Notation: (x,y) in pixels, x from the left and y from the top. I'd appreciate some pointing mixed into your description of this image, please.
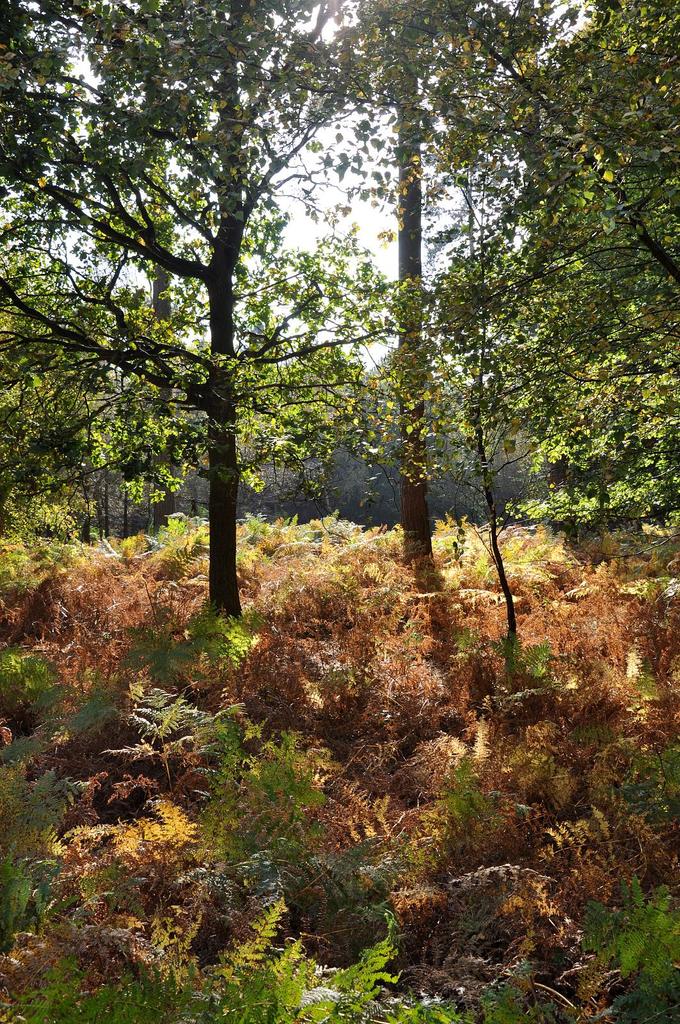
In this image we can see small plants (392,560), trees (288,398) and the sky (379,201) in the background (372,251).
